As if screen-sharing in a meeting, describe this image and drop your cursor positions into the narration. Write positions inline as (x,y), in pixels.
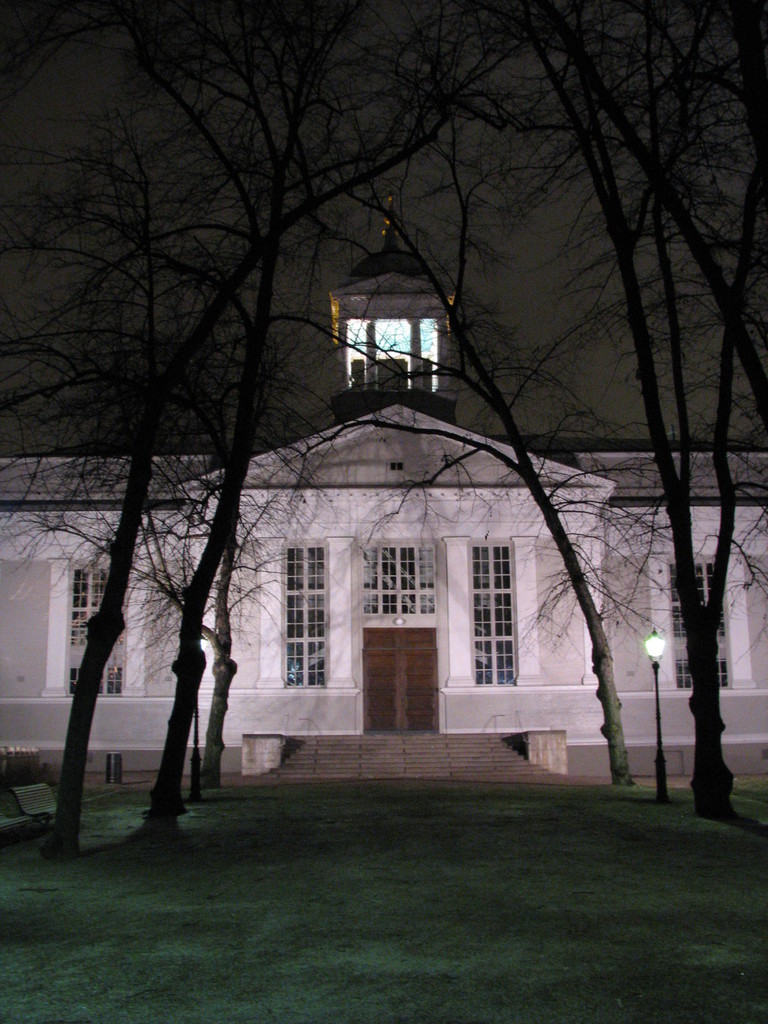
In this image there is a building (475,582), in front of the building (399,529) there are trees (214,536) and benches (14,821).
